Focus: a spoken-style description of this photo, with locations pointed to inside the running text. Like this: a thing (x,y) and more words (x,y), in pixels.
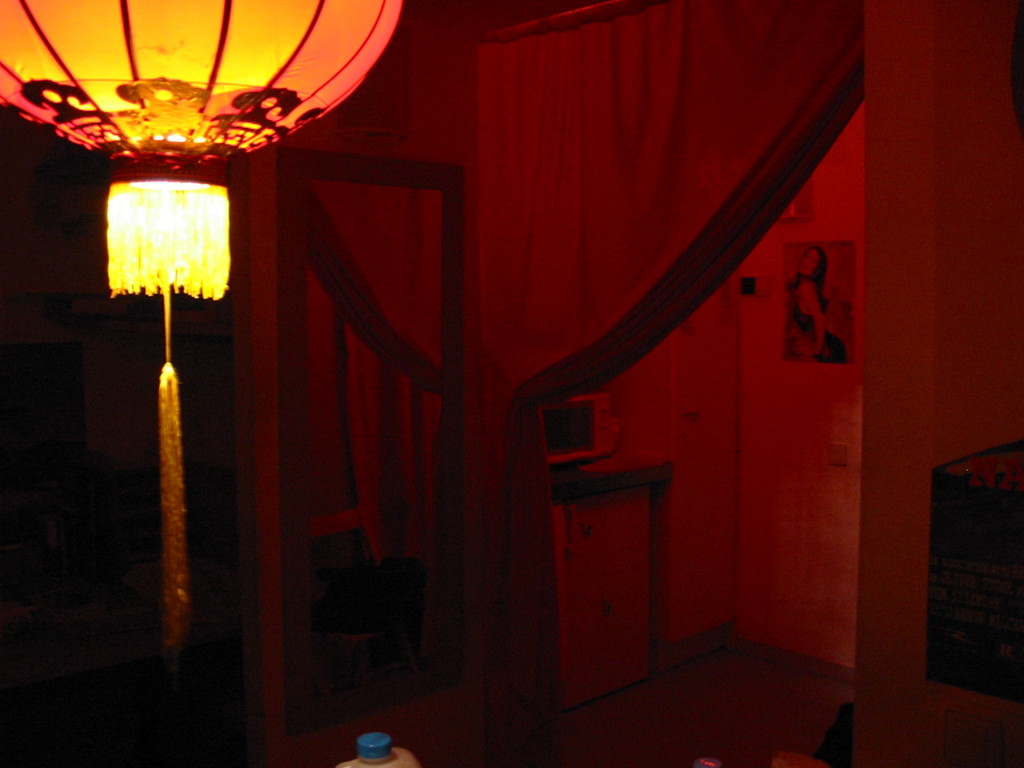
This picture is clicked inside the room (350,96). At the bottom (399,757), we see a white can (386,757) with a blue color lid (365,743). On the right side (910,637), we see a black object (957,603) and a wall (929,551). In the middle (435,314), we see a mirror (390,549). Beside that, we see the curtain (636,194) and a table (588,496) on which an object (604,455) is placed. Beside that, we see a cupboard (710,387). In the background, we see a wall (796,465) on which a photo frame (827,275) is placed. On the left side (121,346) it is black in color and we see a wall (94,217). In the left top (99,92), we see the chandelier (193,243).
